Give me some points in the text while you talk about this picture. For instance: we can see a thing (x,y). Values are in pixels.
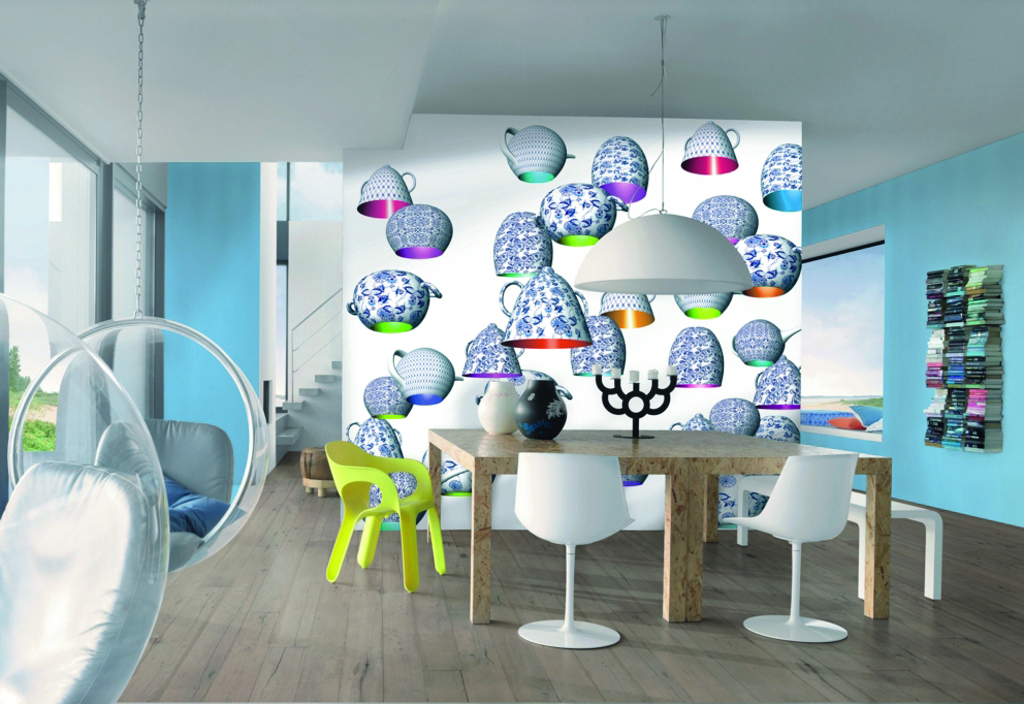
In this image there is a table (602,433) and we can see chairs (433,514). There are jars (542,396) and a decor (632,421) placed on the table (509,437). In the background (750,422) there is a board (682,412), window (807,340), stairs (301,400) and a wall (235,228). On the right (986,355) there are books (986,389) placed in the shelf (965,316). At the top (675,220) there is a light (619,286). On the left (201,544) there are swings (146,489) and a door (114,186).
